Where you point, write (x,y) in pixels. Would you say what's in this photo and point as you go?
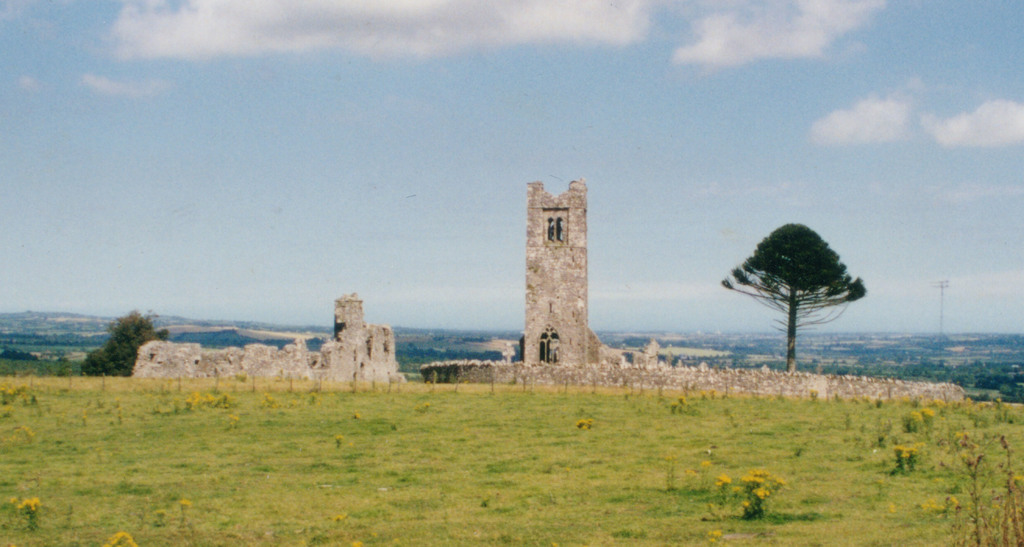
In this image I can see a fort (551,334) and a wall (599,379). In the background (792,280) I can see plants (742,473), trees (819,269) and the sky (344,178).
